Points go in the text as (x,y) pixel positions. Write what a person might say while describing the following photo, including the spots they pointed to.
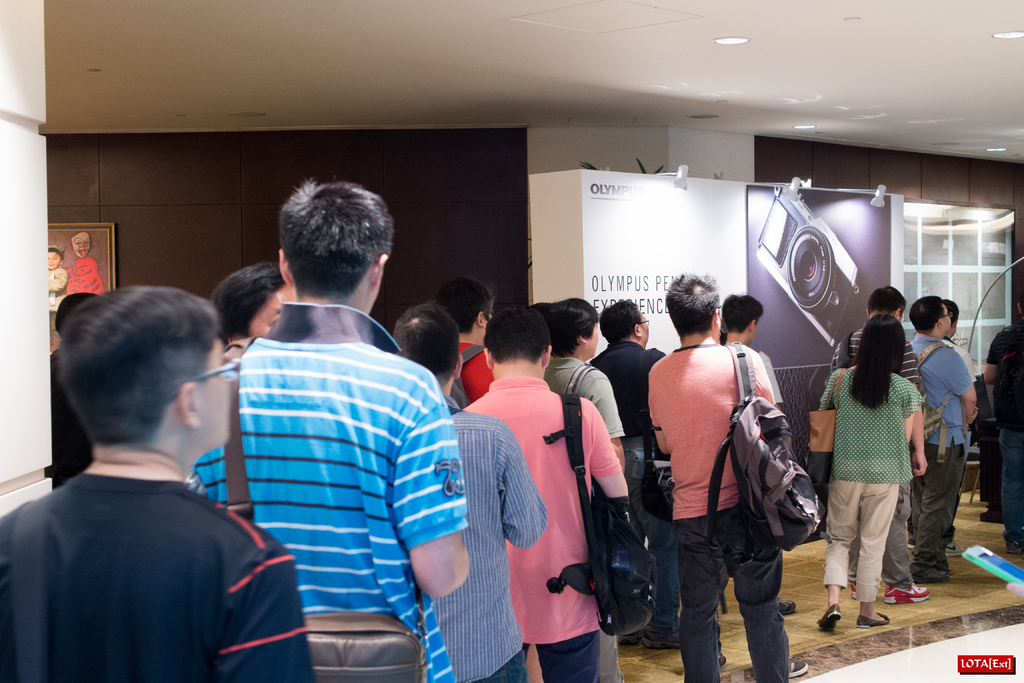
In this image, we can see a group of people (462,534) standing. Few people (707,547) are wearing bags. In the background (417,286), we can see the wall (446,268), banner (856,308), frame (109,279) and glass objects (914,256). At the top of the image (510,62), there is a ceiling (481,62) with lights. In the bottom right corner (981,670), there is a logo (982,657).
